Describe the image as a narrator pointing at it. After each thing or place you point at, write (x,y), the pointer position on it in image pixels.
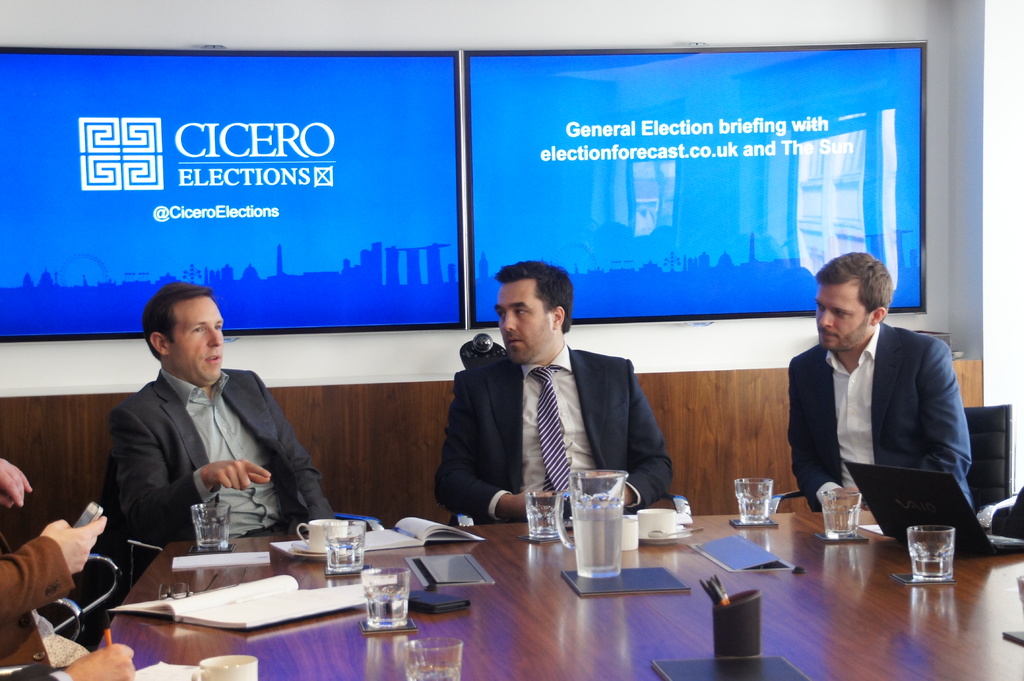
In this image it seems like there is a meeting in which there are men (868,425) sitting around the table (828,607) and discussing. On the table (601,649) there are glasses (540,509), books (247,605), cups (232,662), pen stand (740,617) and a mug (597,525). At the back side (439,157) there is a hoarding (143,166) and the wall (782,18).
